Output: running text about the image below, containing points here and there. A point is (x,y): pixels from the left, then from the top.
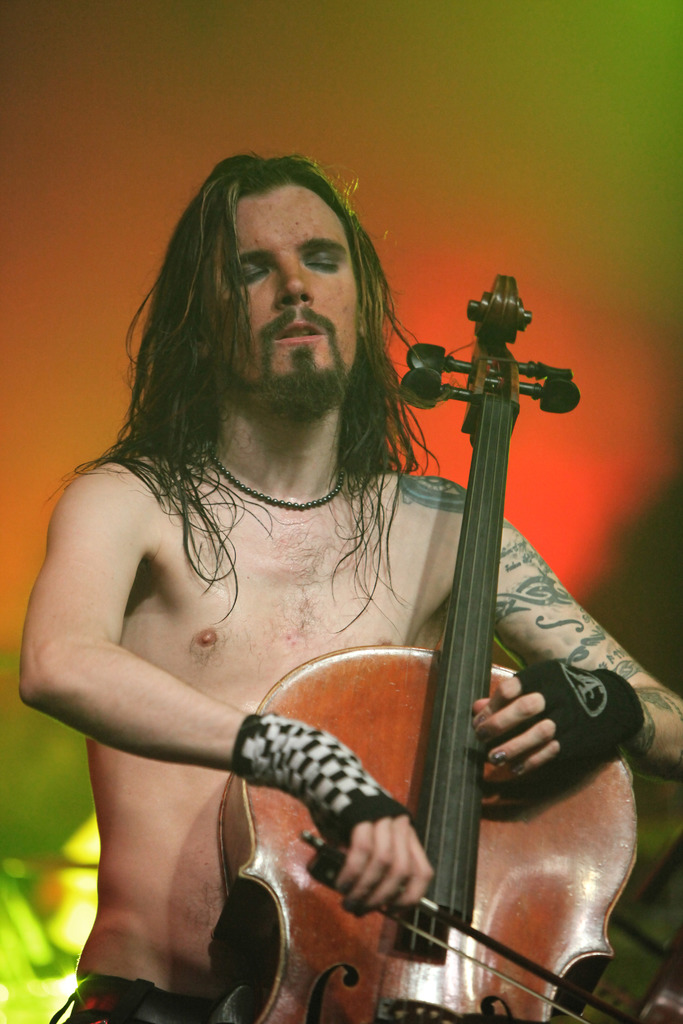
In this picture we can see a man (220,320) with long hair (195,493) holding the cello (417,685) and there are two bands (385,802) in his hands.
